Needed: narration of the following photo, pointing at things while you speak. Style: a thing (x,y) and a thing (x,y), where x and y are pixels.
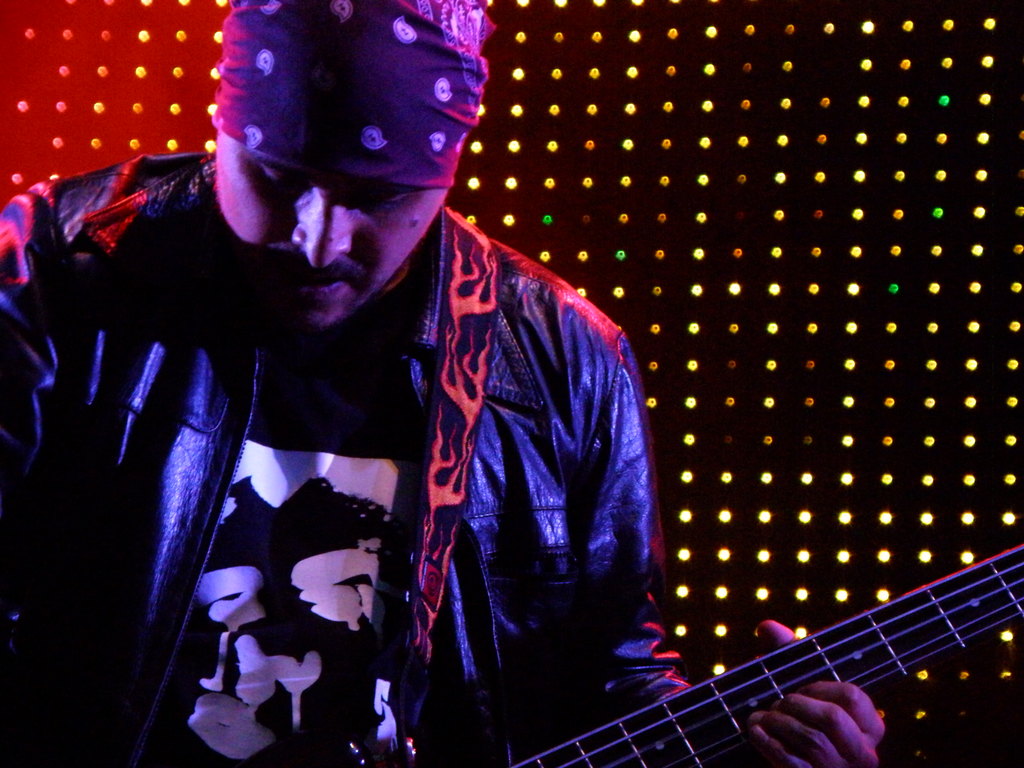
This is a picture of a man (594,351) in a leather black jacket (529,410). The man (551,666) holding a guitar (724,692) and the background (745,328) is a black with lights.
